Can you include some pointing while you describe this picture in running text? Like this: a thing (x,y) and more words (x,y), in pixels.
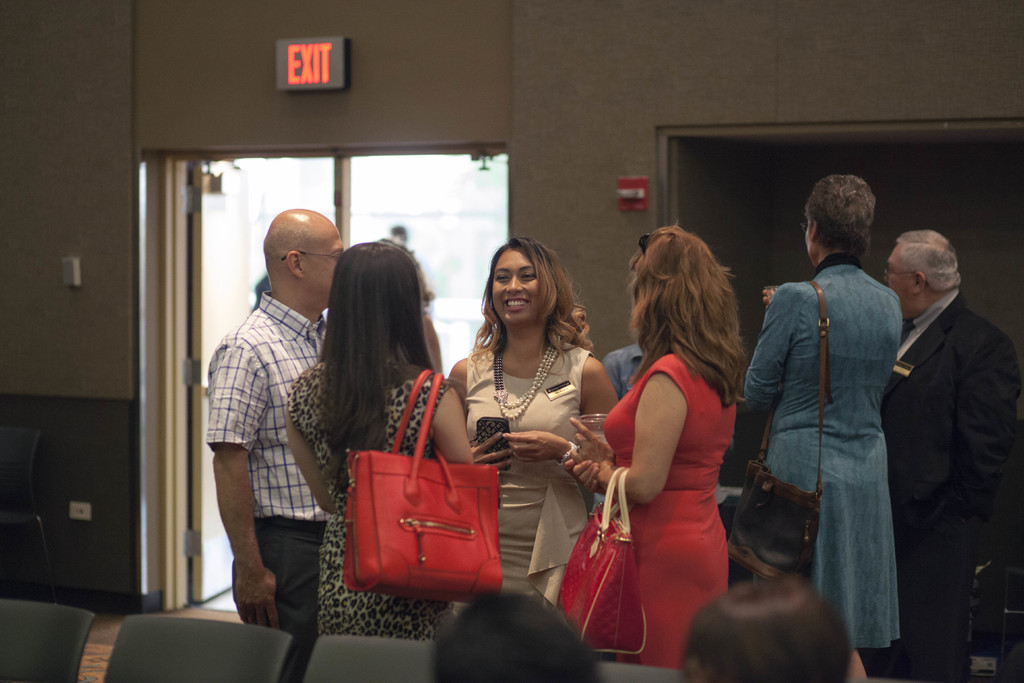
In this picture I can see the inside of a building (1015,27). In the middle of this picture (381,280) I see few people (420,282) who are standing and in the background (551,192) I see the wall (591,42) on which there is a board (296,55) on which there is a word (304,79) written and in the front of this image (143,658) I see the chairs (206,673).
